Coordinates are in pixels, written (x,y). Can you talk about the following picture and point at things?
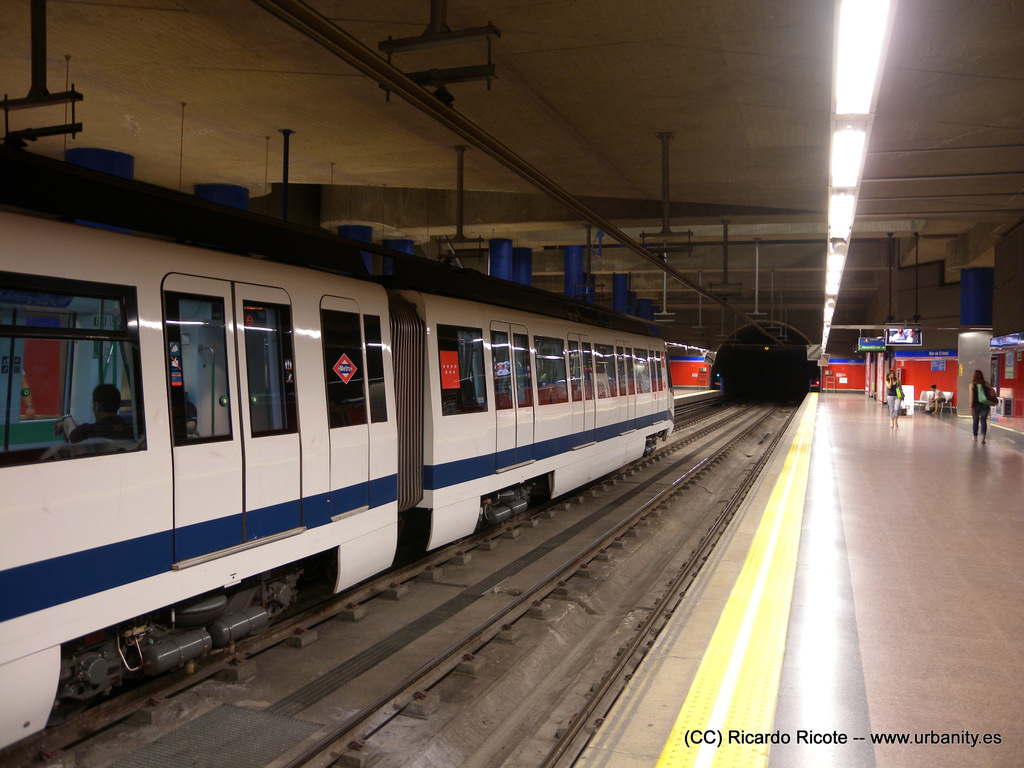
On the bottom right (745,737), there is a watermark (863,739). On the right side (940,640), there are persons (972,404) walking on a platform (920,497). On the left side (214,518), there is a train (401,518) on a railway track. Beside this railway track (352,609), there is another railway track (601,645). Above them, there is a roof (135,76). In the background (828,354), there are screens (899,326) arranged, there is an orange color wall (918,376) and there are other objects (829,377).
